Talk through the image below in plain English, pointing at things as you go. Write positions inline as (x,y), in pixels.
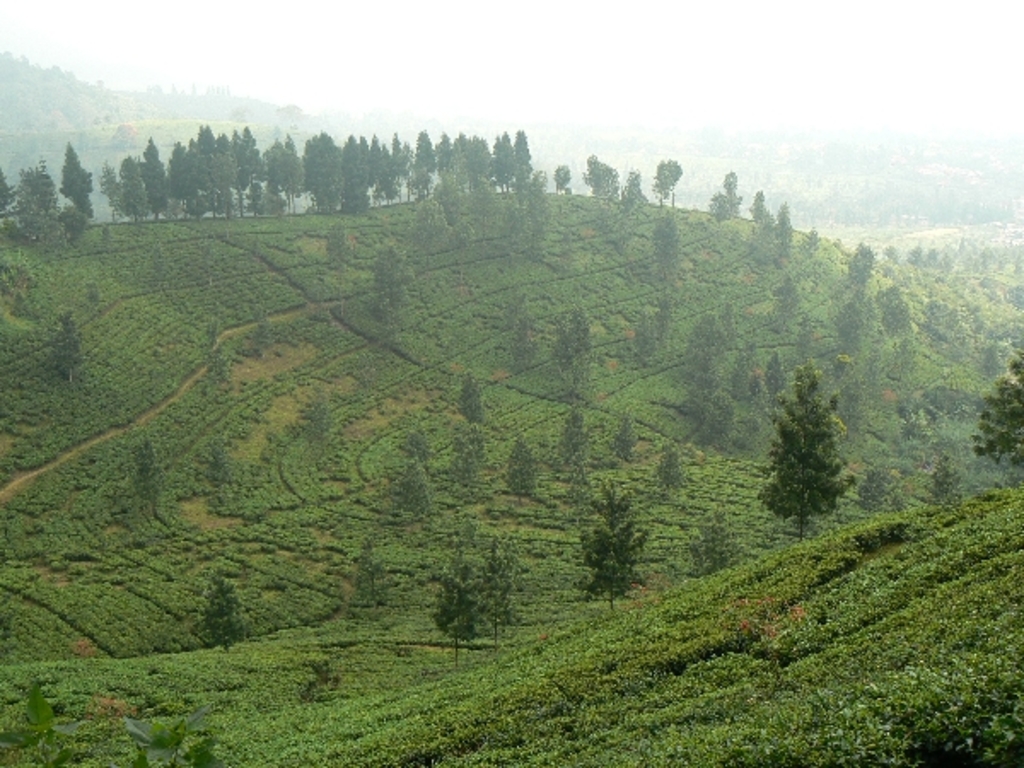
At the bottom of the image (245,757) I can see the grass (57,427). In the background (88,218), I can see groups of trees (506,192).
